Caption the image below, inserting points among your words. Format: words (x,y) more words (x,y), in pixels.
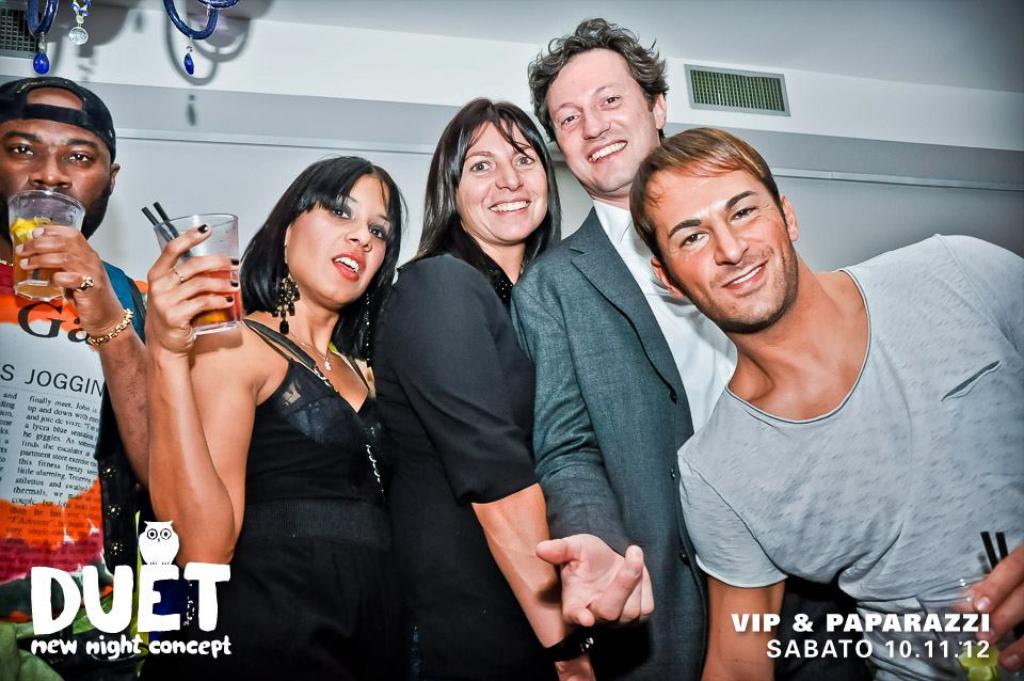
In this image we can see a group of people (600,327) in which few people (75,229) are holding glasses (38,213) with some drinks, there is a chandelier (189,30) on the roof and ventilation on the wall (232,61), also we can see few watermarks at the bottom of the image (858,656).
